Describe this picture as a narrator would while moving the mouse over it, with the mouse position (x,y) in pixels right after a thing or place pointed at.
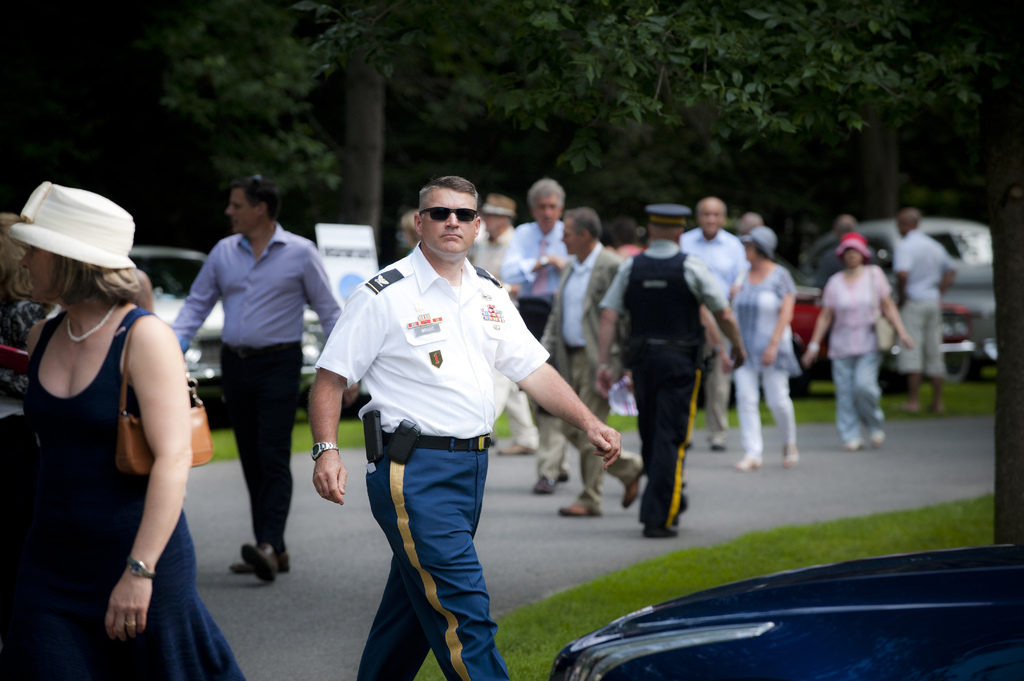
There are groups of people (412,286) walking. At the bottom right side of the image (779,584), that looks like a vehicle (829,622). I can see the vehicles (971,291), which are parked. This is the grass (944,536). In the background (438,155), I can see the trees (344,68). This looks like a board (341,255).
